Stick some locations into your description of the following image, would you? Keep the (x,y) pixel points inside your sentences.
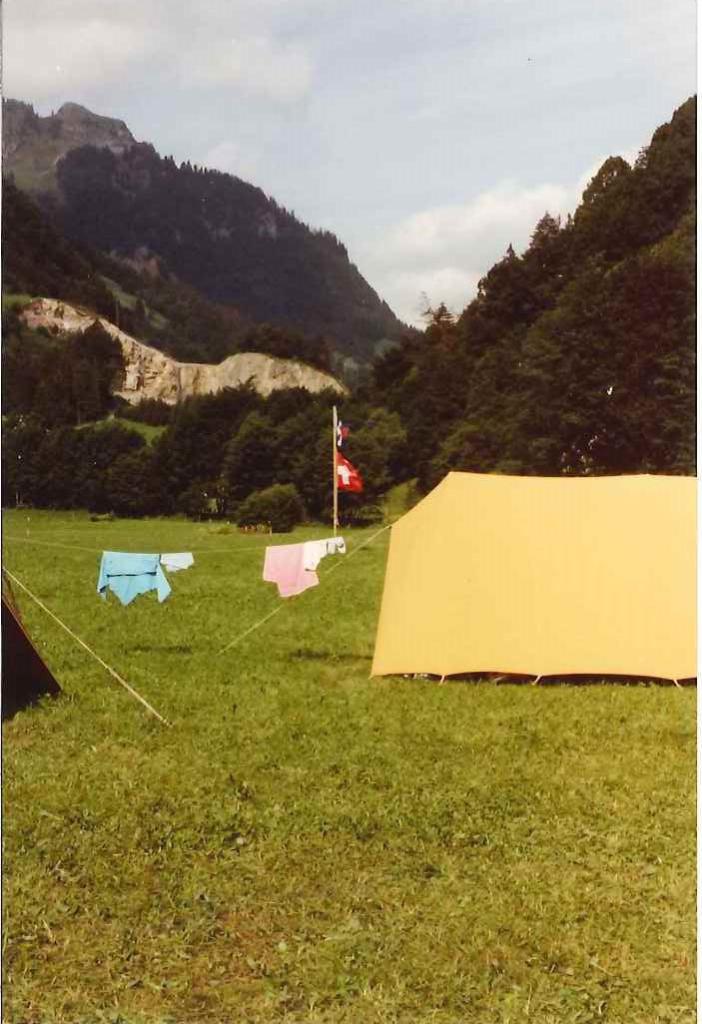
In this image, we can see tents (544,608), ropes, clothes (143,593), grass (340,531), pole (333,507) and flags (340,465). Background (663,468) we can see so many trees (459,469), hills (192,392) and cloudy sky (516,56).
